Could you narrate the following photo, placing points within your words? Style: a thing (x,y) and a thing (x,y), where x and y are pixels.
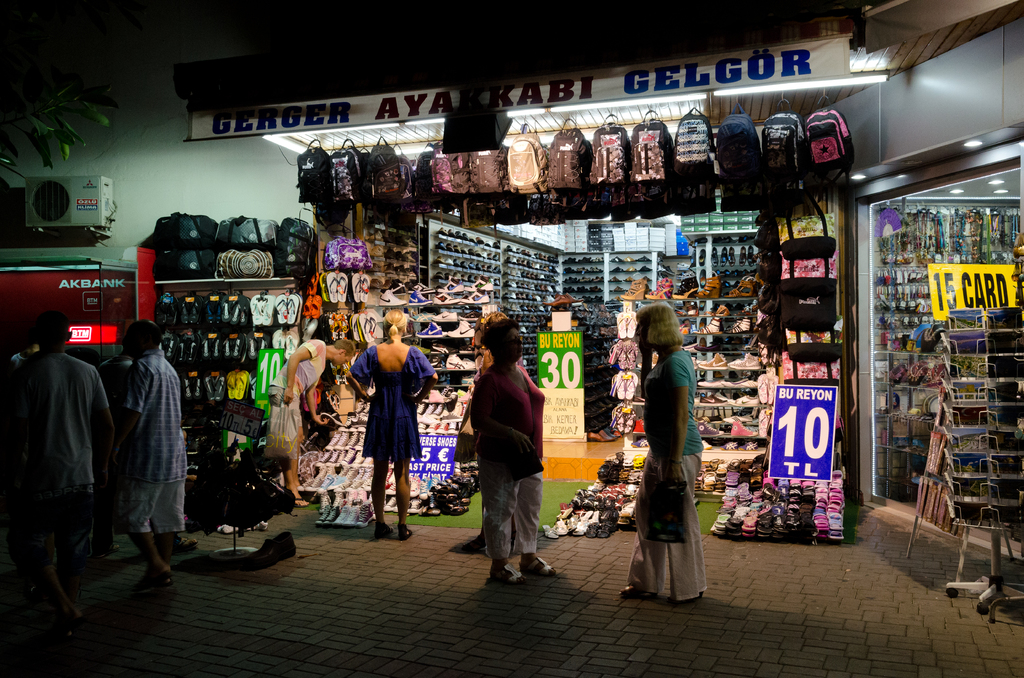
In this picture there are people (141,362) and we can see shops (809,378), footwear (837,484), bags (808,348), boards (789,399), device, wall (142,164) and objects (1016,472).
